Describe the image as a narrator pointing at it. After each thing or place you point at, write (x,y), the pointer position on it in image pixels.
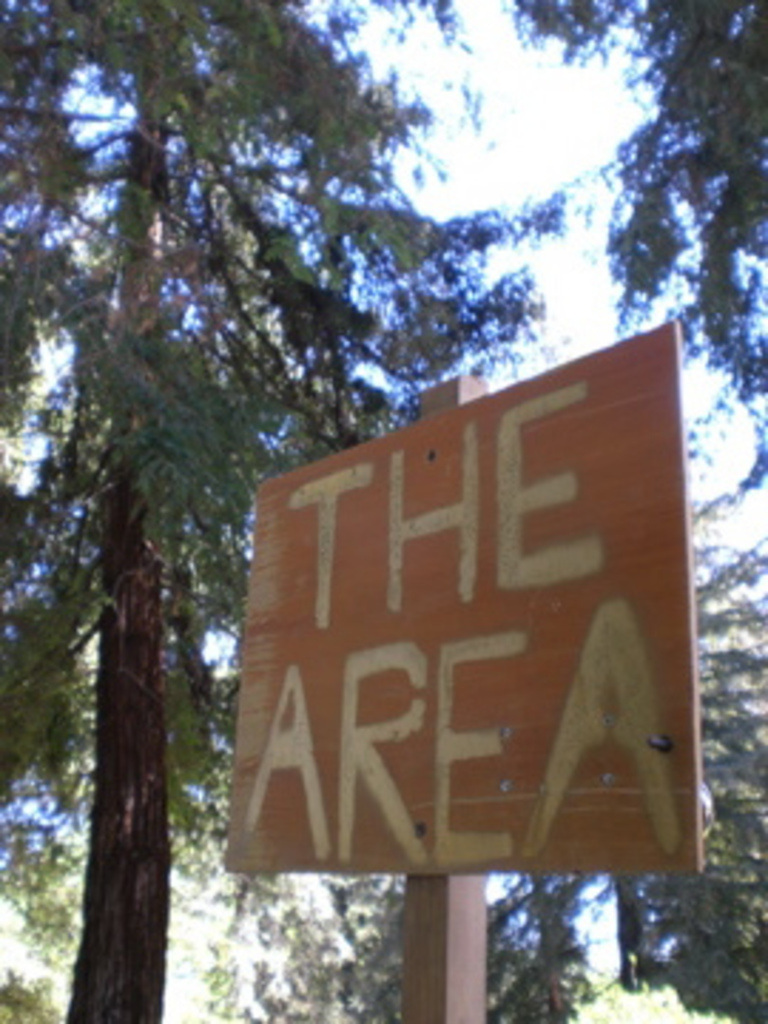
In front of the image there is a wooden display board (470,556) with some text (475,751) on it, behind the display board (417,606) there are trees (505,963).
